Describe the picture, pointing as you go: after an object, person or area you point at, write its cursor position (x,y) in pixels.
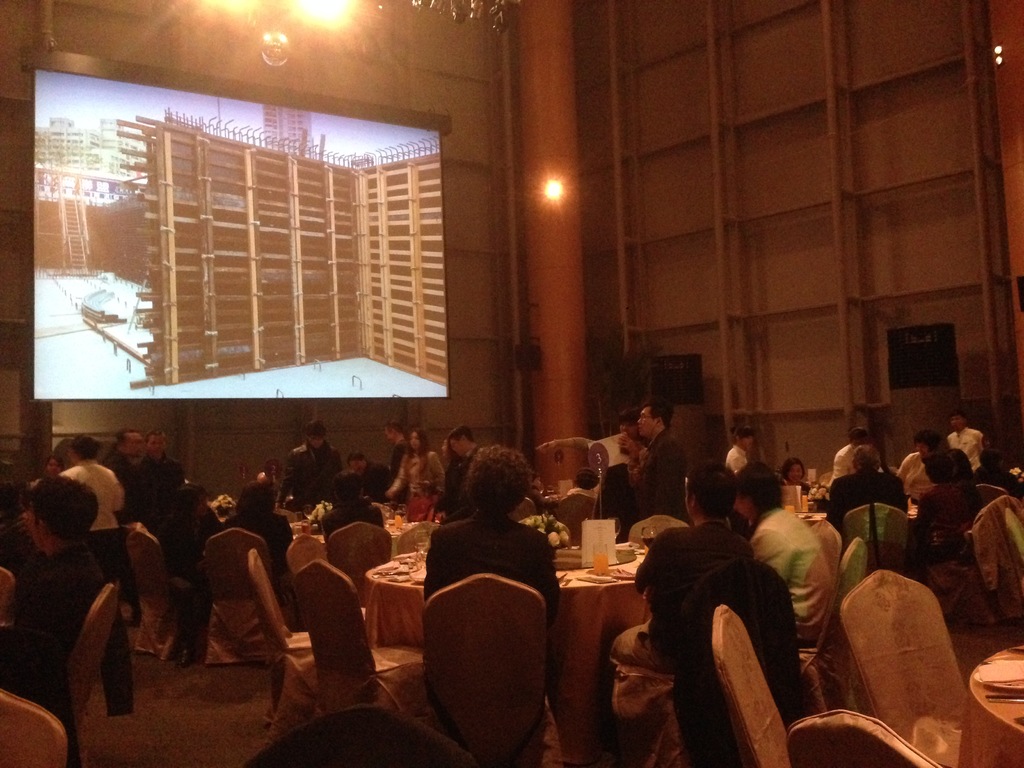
This image is clicked inside a room (878,449). There are many people (663,547) sitting on the chairs (455,615) at the tables (600,590). There are glasses (600,555) and plates (397,572) on the table (591,601). To the left (227,311) there is a projector board (230,147) hanging on the wall (500,316). There are lights (292,17) on the wall (892,141). There are pictures (250,298) displayed on the projector board (203,309).
